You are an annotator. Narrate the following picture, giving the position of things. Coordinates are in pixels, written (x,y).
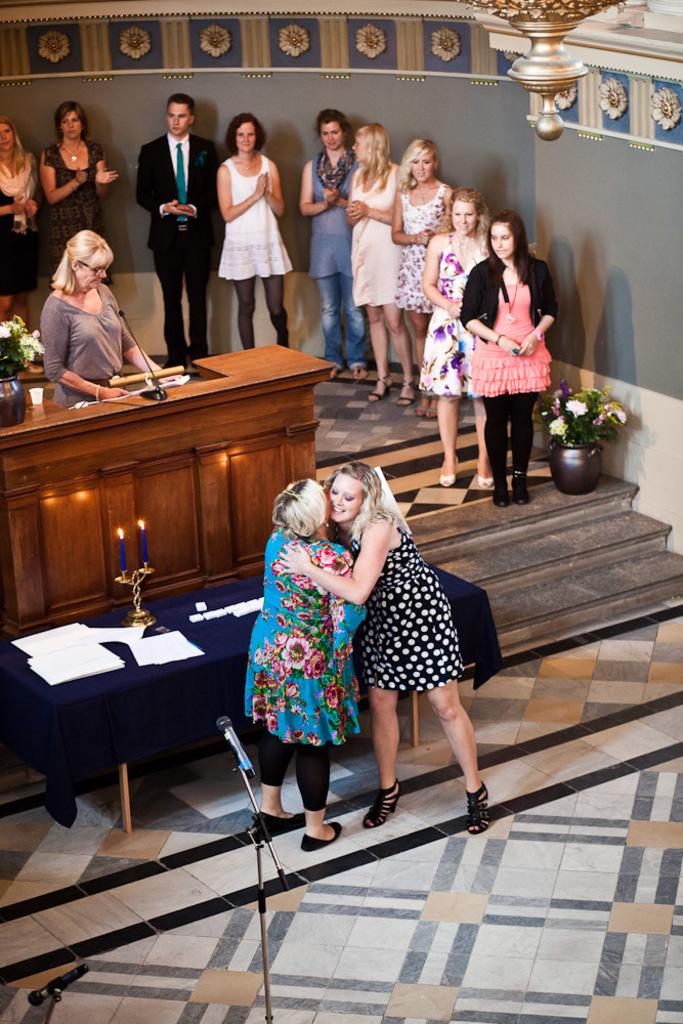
In this image there are group of people (265,181) who are standing and in the middle (389,616) there are two woman (378,580) who are standing and hugging each other in front of them there is one mike (228,730) beside them there is one table (237,617) on that table (95,689) there are some papers (81,645) and that table (98,654) is covered with blue a cloth (198,636) and some candles (142,529) are there on the table (83,699). Beside that table (158,641) there is another table (156,489) and mike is there. On the left side (86,332) there is one woman (62,336) who is standing it seems that she is talking. Beside her one flower pot (14,395) one plant (17,369) on the right side (594,216) there is wall (594,90) and in the right side of the middle there are some stairs (568,539) and one flower pot (581,457) and one plant (585,416) is there.
